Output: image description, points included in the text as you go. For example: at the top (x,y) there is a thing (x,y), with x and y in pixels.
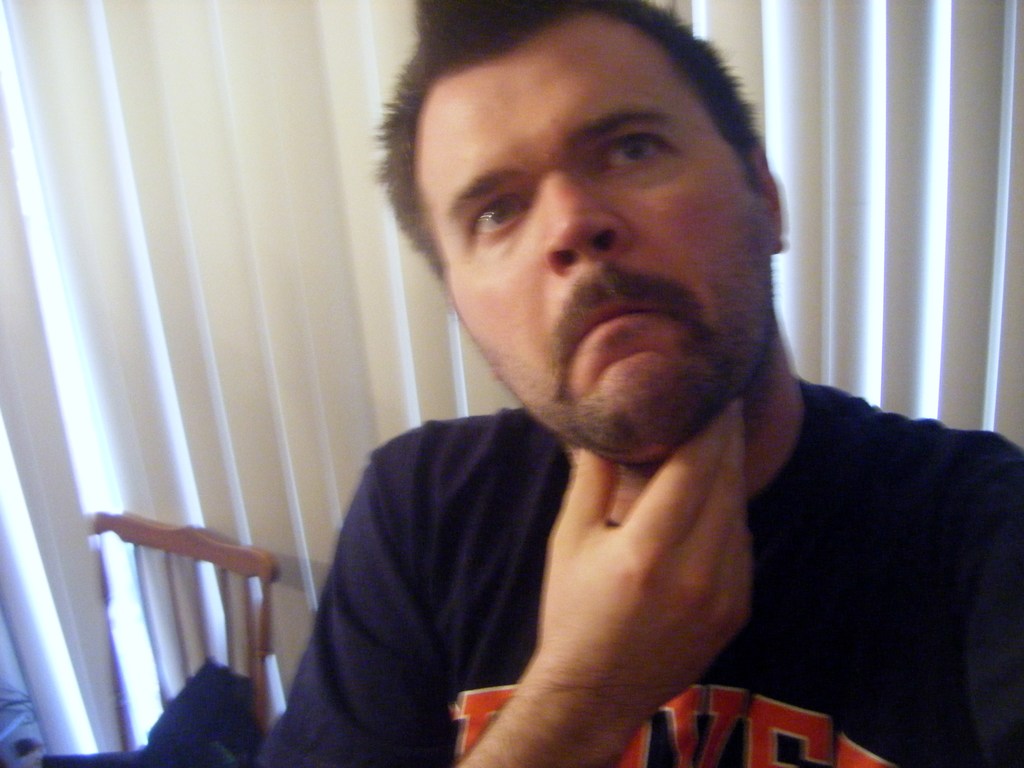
This picture shows a man (464,549) seated on the chair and we see another chair (263,594) on the side and blinds (270,110) on the back (957,412).
